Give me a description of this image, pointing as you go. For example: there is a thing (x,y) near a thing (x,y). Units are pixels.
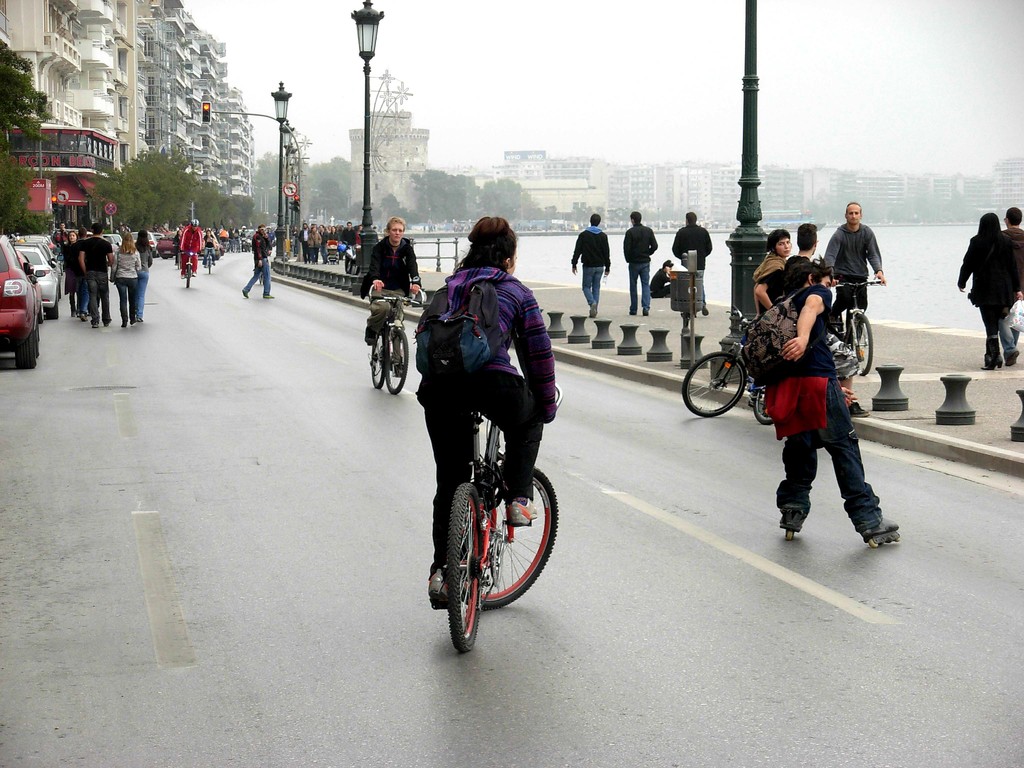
In this picture there are people (689,224) on the right (788,260) and left side of the image (97,300) and there are cars (15,284) on the left side of the image (29,277), there are buildings (788,178) and trees (446,178) in the background area of the image (537,171) and there is water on the right side of the image (725,249).
